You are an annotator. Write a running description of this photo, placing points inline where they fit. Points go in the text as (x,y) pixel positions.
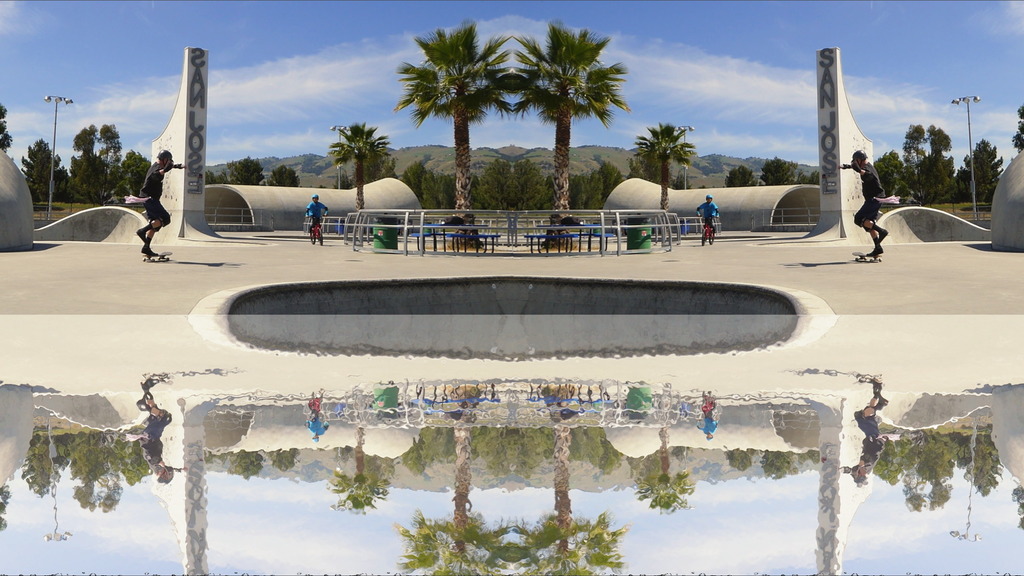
In this image I can see few trees (578,110), water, mountains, fencing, green color object (388,240), rink board (196,213), one person (163,171) is on the skate board (161,255) and one person (312,207) is on the bicycle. The sky (241,82) is in white and blue color. I can see the mirror image (195,177).
